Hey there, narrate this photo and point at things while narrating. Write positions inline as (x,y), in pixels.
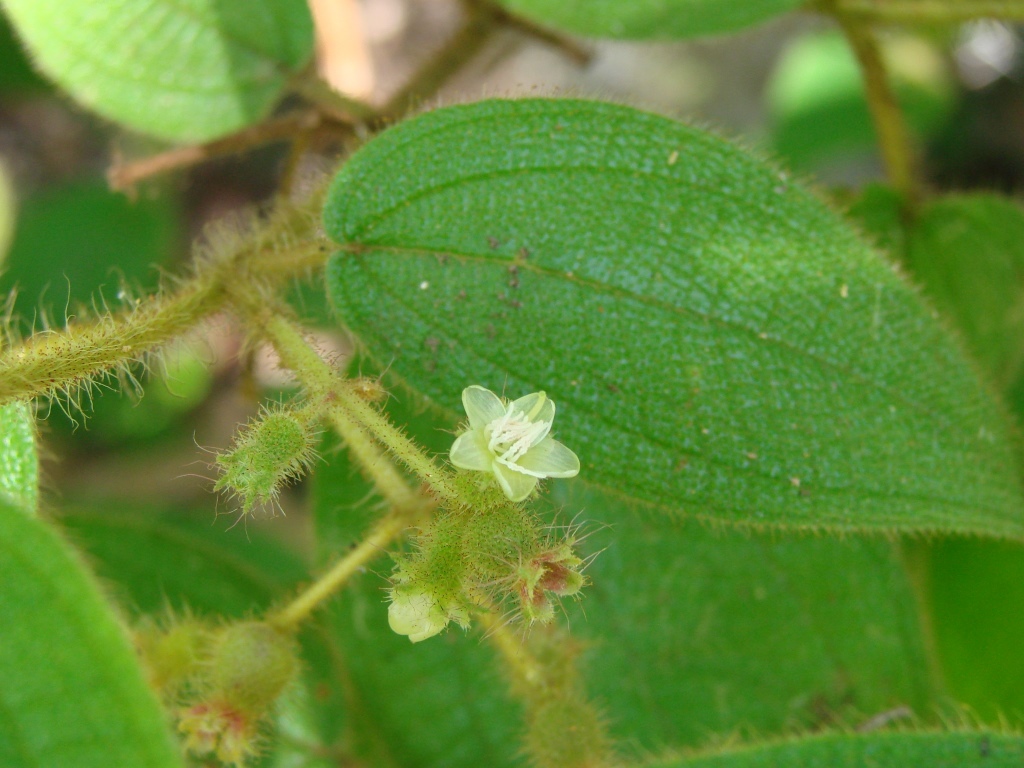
In this image I can see there are some leaves (806,358) and flowers (430,526) to the stem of a plant (532,507).
